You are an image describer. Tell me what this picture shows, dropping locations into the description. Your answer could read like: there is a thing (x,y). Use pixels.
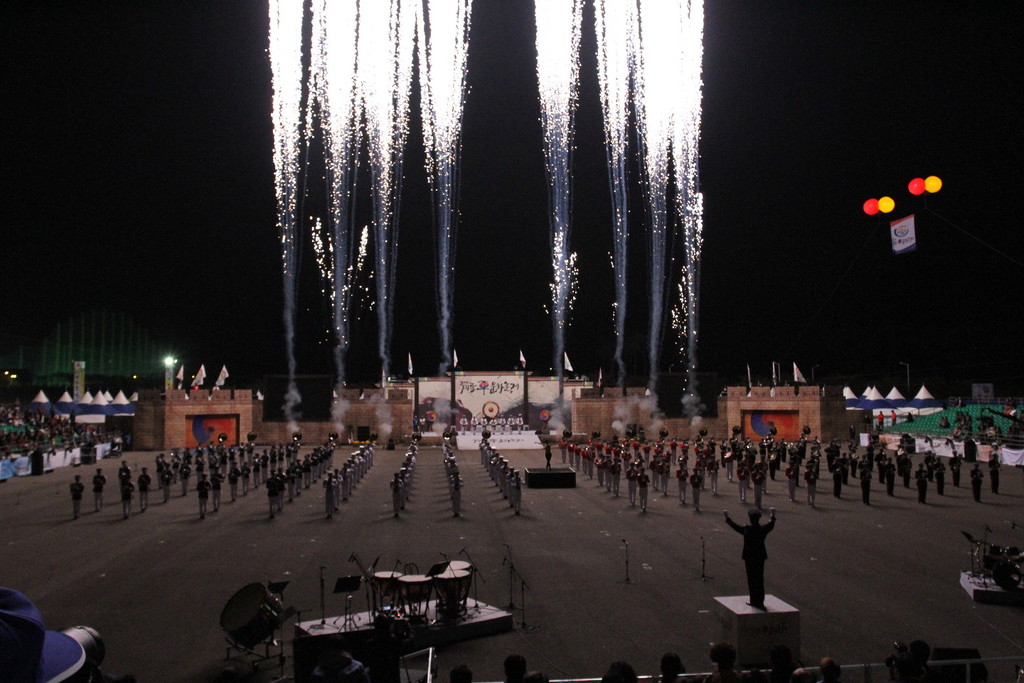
In this image a person (547,465) is standing on the stage (560,484) and on both right and left side of the image (265,480) people (409,467) were standing. At the left side of the image (291,615) there are musical instruments (390,576). At front (747,564) there is a person (763,556) and at the left side of the image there are people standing on the ground (91,485) and at the right side of the image (885,439) there is a stadium (953,422) and musical instruments (1008,576) are placed at the right side of the image (987,574).
